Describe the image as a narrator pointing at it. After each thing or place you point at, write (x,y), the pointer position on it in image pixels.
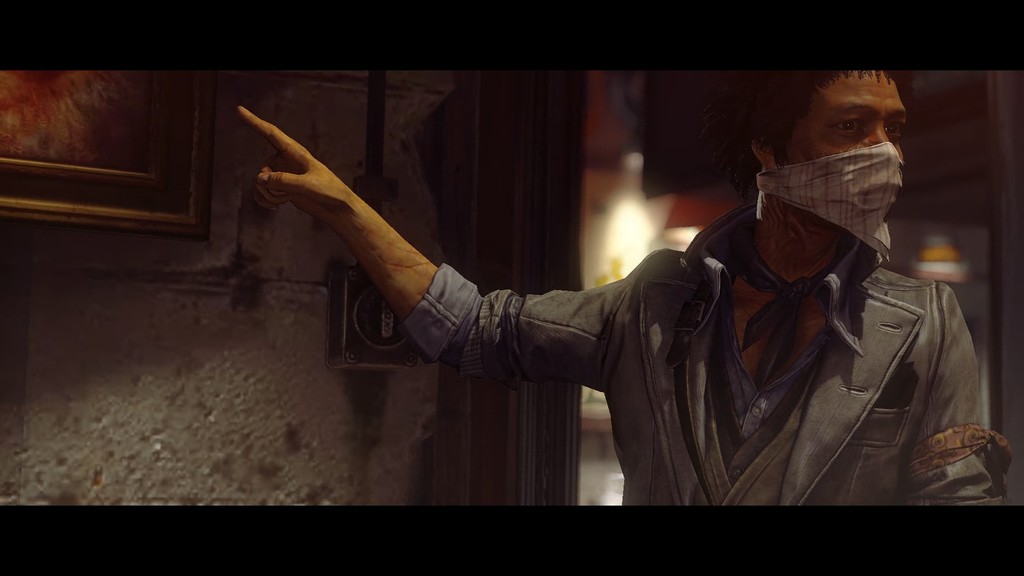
This is a photo. On the right side of the image (785,233) we can see a man (873,256) is standing and wearing a jacket (934,350) and tying a kerchief (824,200) to his mouth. In the background of the image (928,179) we can see the wall (132,262), board (96,191), and lights (616,220).
